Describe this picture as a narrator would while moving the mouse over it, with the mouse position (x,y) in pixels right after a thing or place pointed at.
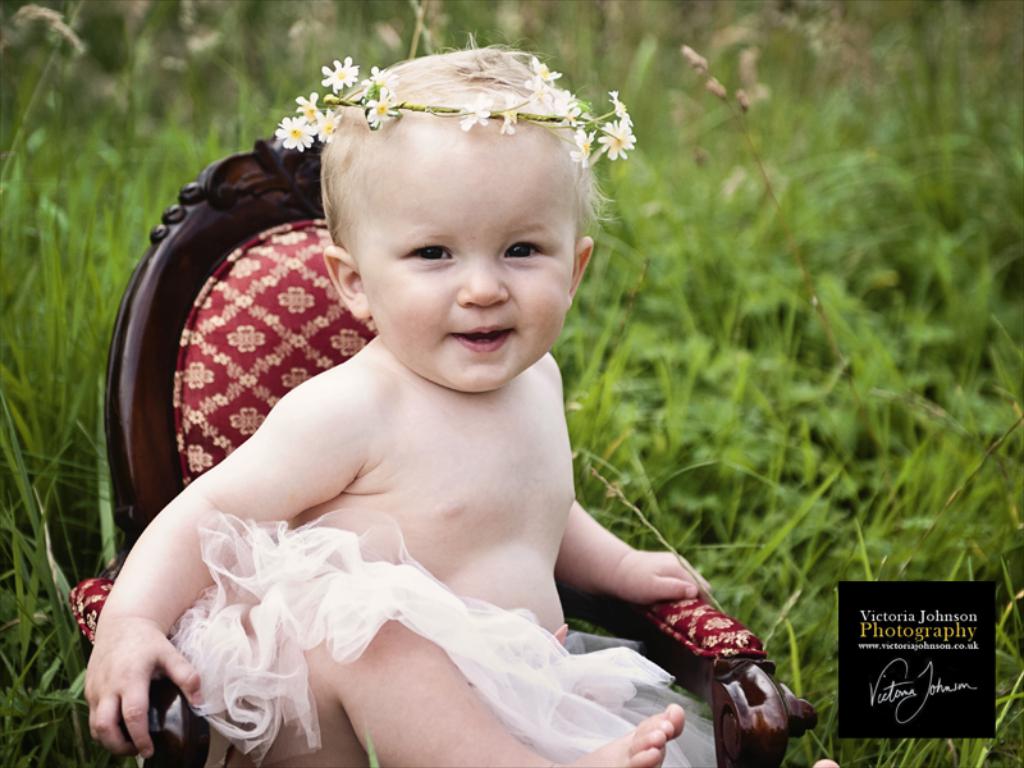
In this picture we can see a baby (281,456) sitting on a chair (240,442), around we can see full of grass (28,708).
